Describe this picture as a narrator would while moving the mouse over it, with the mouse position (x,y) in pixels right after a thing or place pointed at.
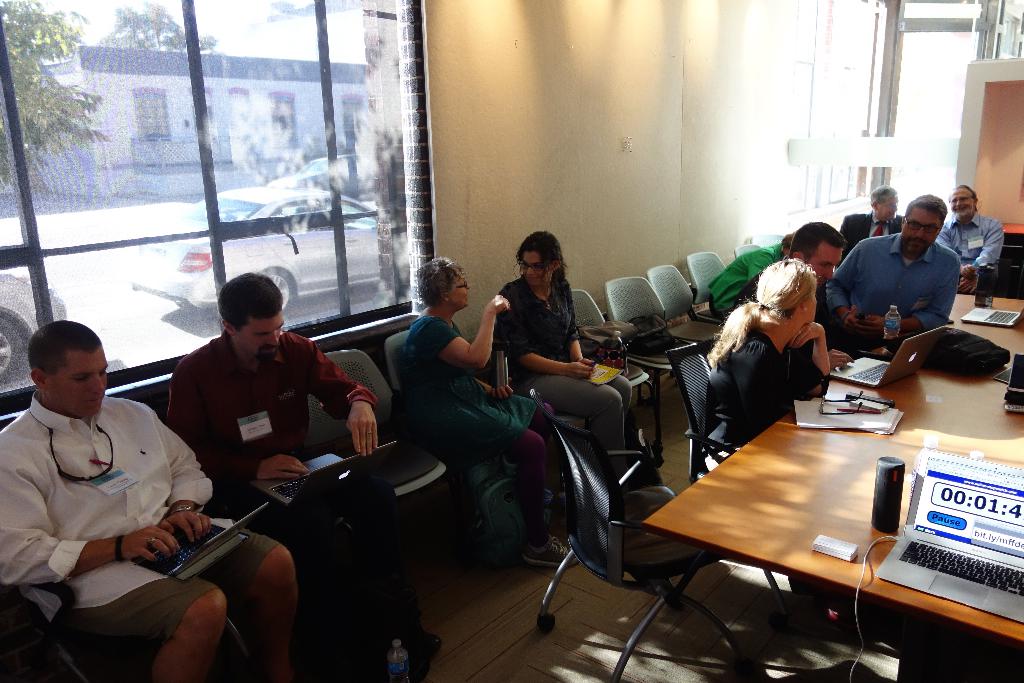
There is a group of people (593,395). They are sitting in a chair (631,363). There is a table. There is a book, bottle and laptop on a table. We can see in the background (163,366) there is a tree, window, car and road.
